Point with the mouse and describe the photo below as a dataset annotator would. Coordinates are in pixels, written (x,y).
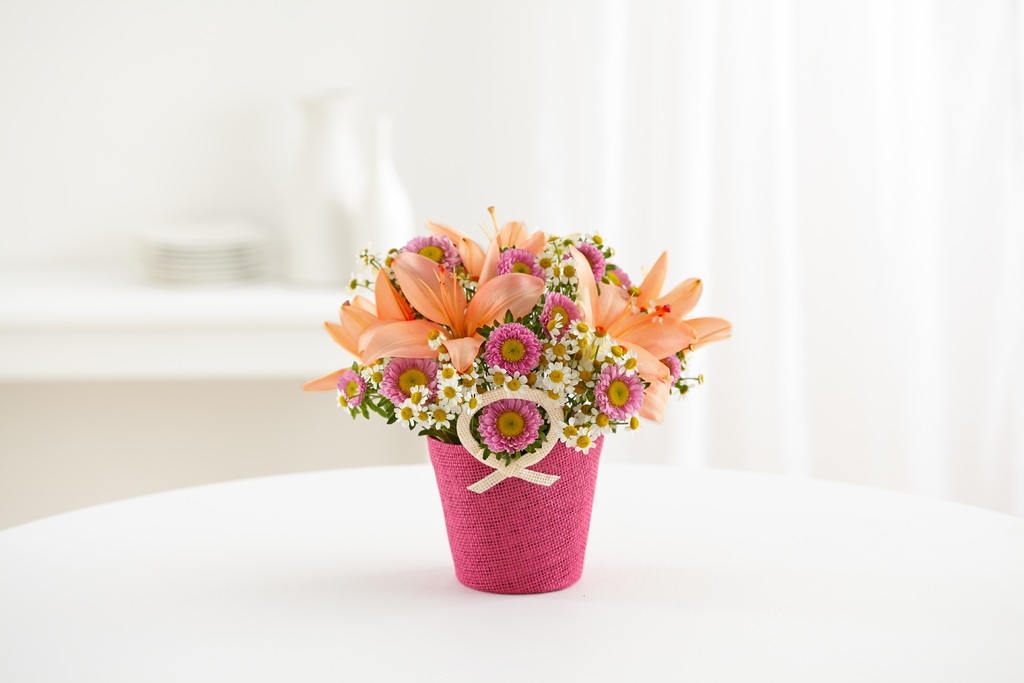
In this image we can see one flower pot (562,426) with flowers (517,408) on the white table (621,535) in the middle of the image (434,277), one white object (857,145) looks like a curtain (789,175) in the background (612,175) on the right side of the image (947,172), some objects (358,236) on the white surface (209,305) near the wall (70,135) in the background (70,135) and the background (64,149) is blurred.
